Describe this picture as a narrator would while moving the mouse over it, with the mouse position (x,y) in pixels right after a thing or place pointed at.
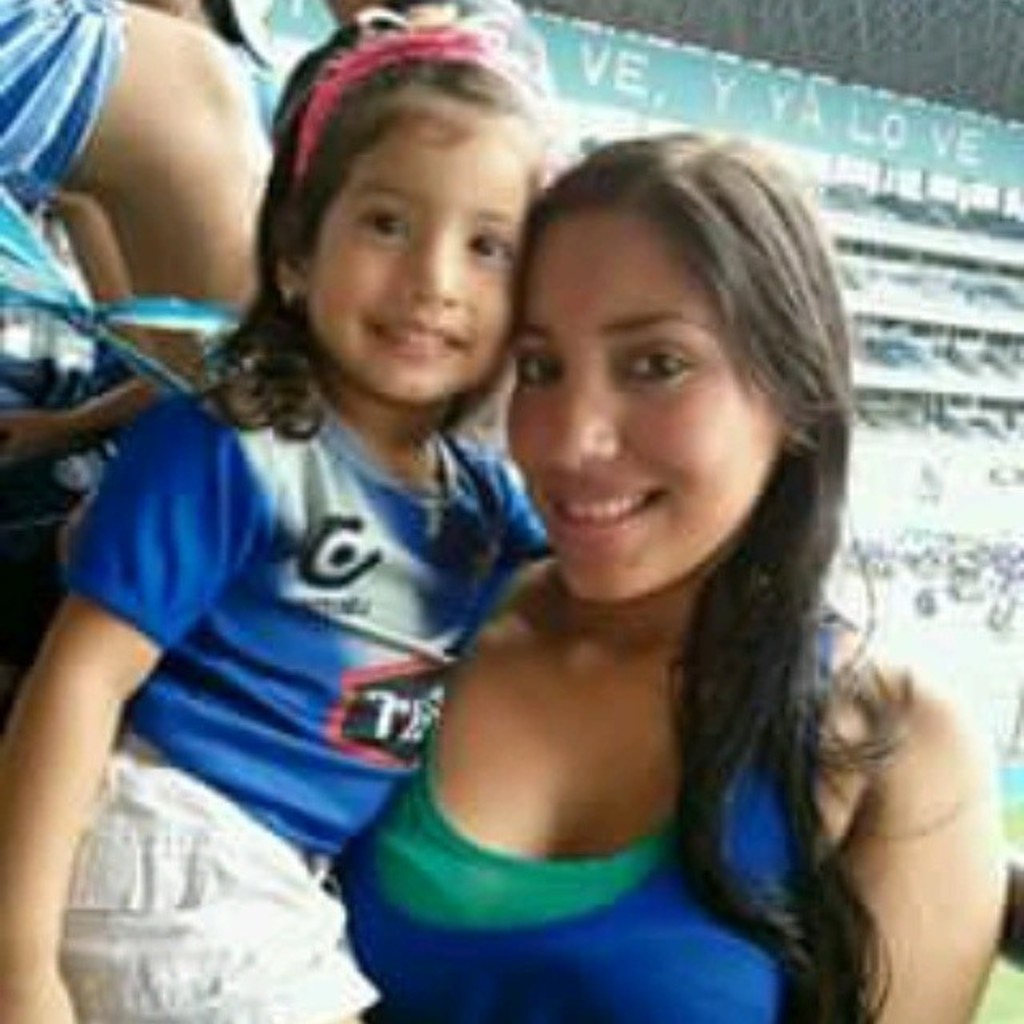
In this image I can see a girl (475,550) and a woman (522,689). I can see both of them are wearing blue colour dress (623,906) and I can see both of them are smiling. In the background (192,133) I can see legs (72,184) of a person (229,187) and over there I can see something is written.
